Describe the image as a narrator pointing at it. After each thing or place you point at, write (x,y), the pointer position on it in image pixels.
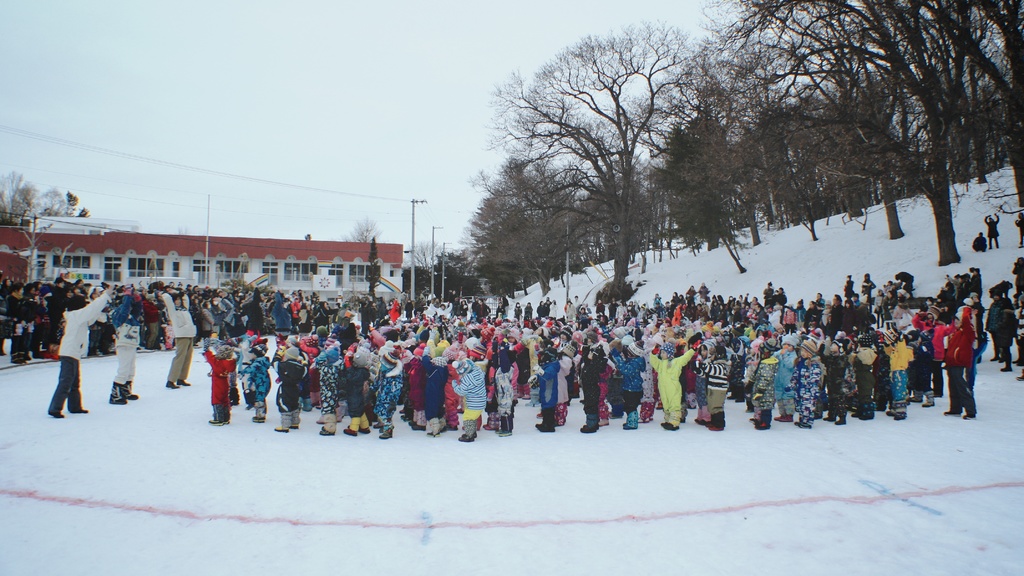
In this image, on the left side (139,260) we can see a house (125,257) and on the right side (978,45) we can see many trees (580,65) and in the middle (476,323) we can see many people (15,294) and in the background (461,184) we can see the sky (378,76).
